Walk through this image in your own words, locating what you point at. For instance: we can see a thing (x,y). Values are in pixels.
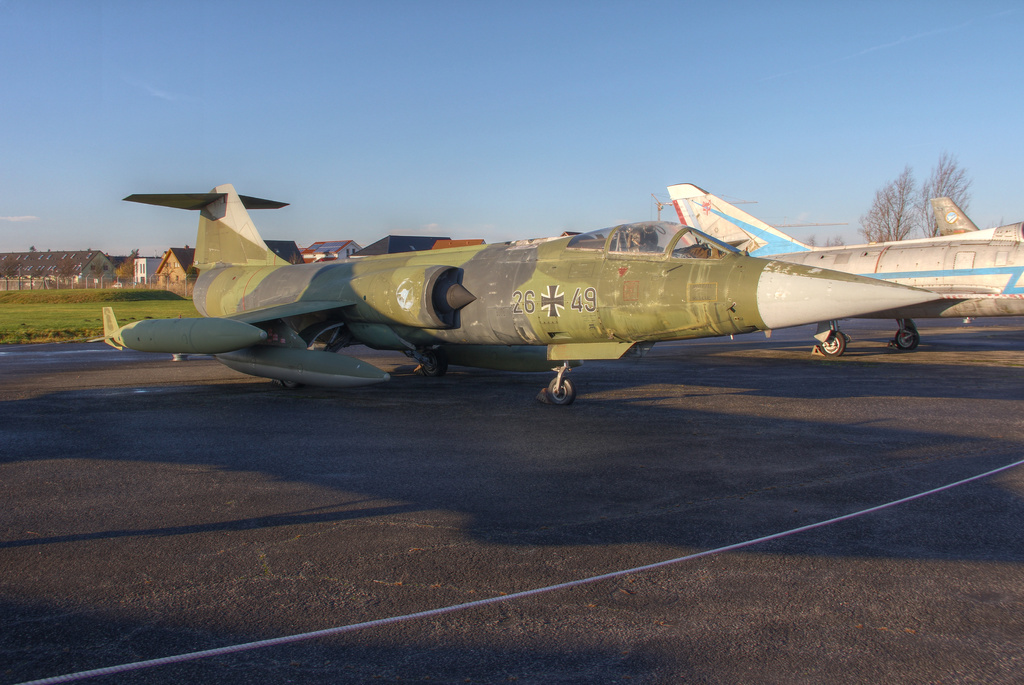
In this picture, we see airplanes (653,268) in green and white color are on the runway (502,453). Behind that, we see grass (16,293). In the background (84,261), we see the buildings (166,256). On the right side (889,214), we see trees (875,202). At the top of the picture (570,143), we see the sky (499,53).
